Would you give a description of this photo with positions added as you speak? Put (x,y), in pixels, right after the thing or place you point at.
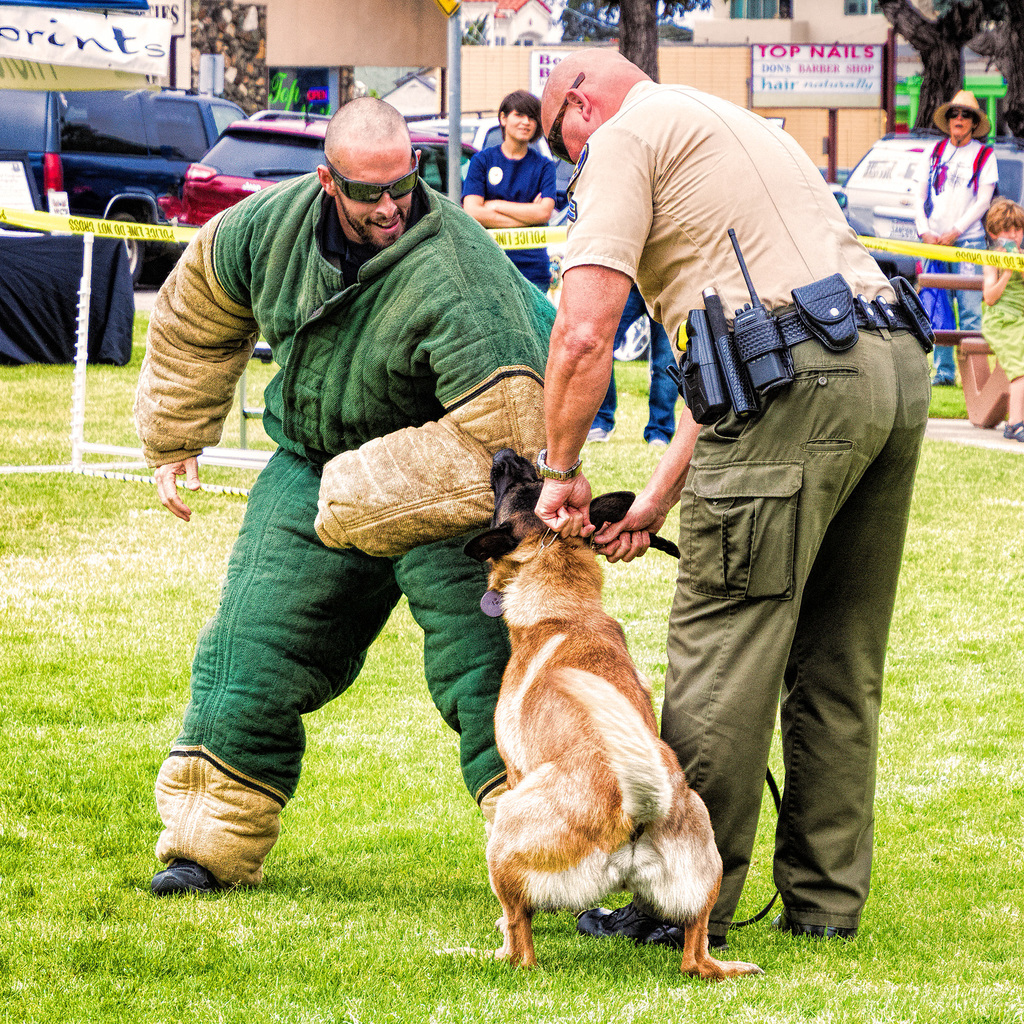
In this image I can see two men (822,462) are standing with a dog (526,591), I can see one of them is wearing uniform (704,230) and both of them are wearing shades (379,196). In the background (962,318) I can see few more people (962,318), vehicles (145,200), buildings (868,28) and trees (950,48).
